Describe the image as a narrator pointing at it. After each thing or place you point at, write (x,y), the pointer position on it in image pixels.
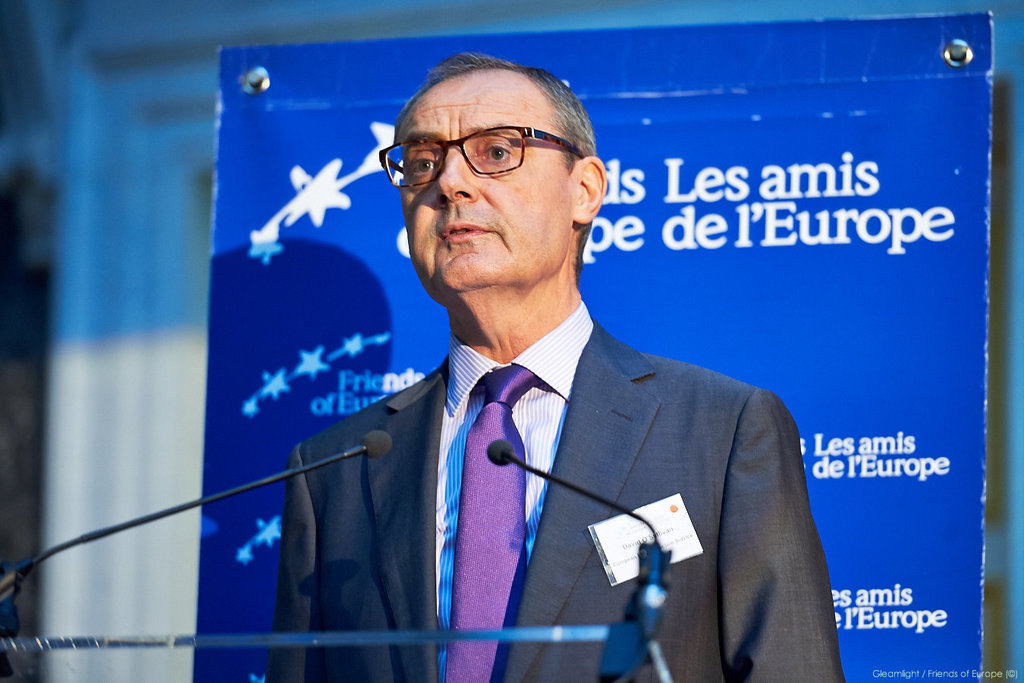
In this picture we can observe a person (378,487) wearing a coat (353,613), shirt (447,448) and a tie (473,584), standing in front of a podium (348,640) on which there are two mics (648,612). He is wearing spectacles (512,160). In the background (351,256) we can observe a blue color poster (764,239). There are white color words (680,197) on the blue color poster (705,214).
